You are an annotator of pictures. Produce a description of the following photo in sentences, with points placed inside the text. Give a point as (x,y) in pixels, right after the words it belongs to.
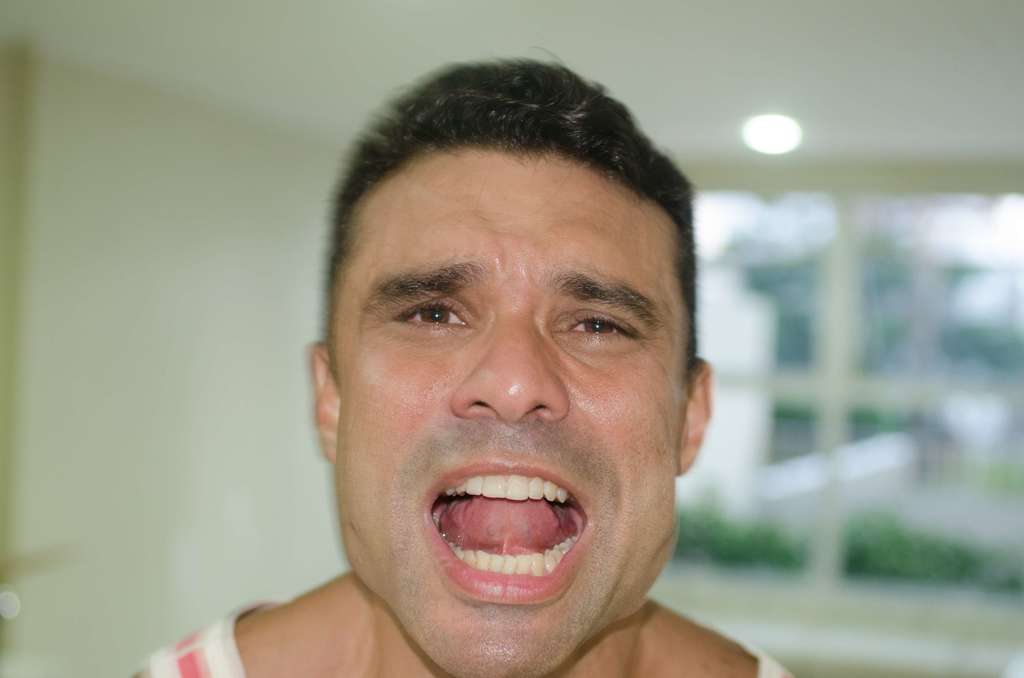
In this picture we can see a man (663,339), in the background (789,135) we can see a light (789,135).
